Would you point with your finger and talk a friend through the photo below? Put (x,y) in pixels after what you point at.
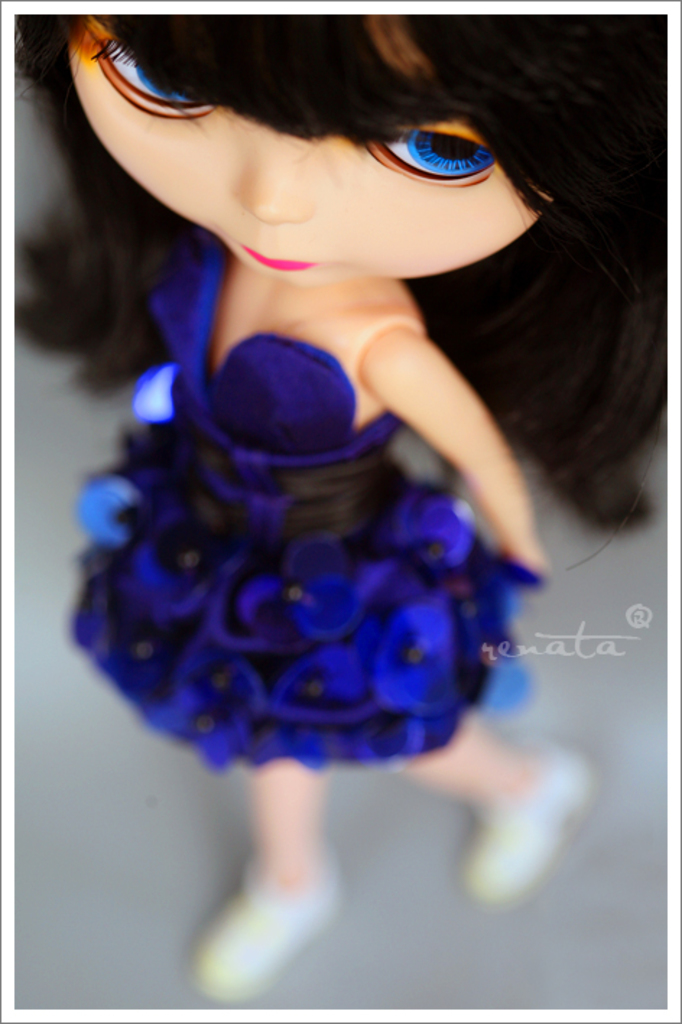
In this image, I can see a doll (202,485) with blue color dress (265,572) and shoes (289,913). I can see the watermark (583,645) on the image.
